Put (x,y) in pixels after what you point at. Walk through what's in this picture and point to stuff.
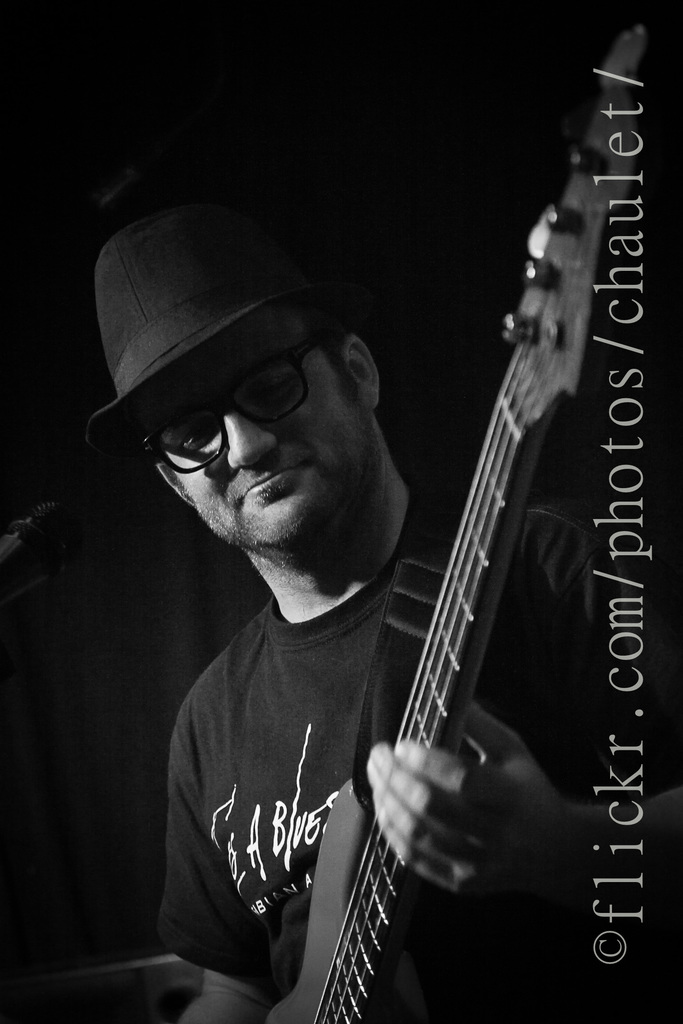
The picture looks like it is taken from some website, a man (534,539) is holding a guitar (441,660) in his hand (395,825) is wearing spectacles (208,435) and hat (193,302), in the background (117,611) there is a black color curtain (128,694).
